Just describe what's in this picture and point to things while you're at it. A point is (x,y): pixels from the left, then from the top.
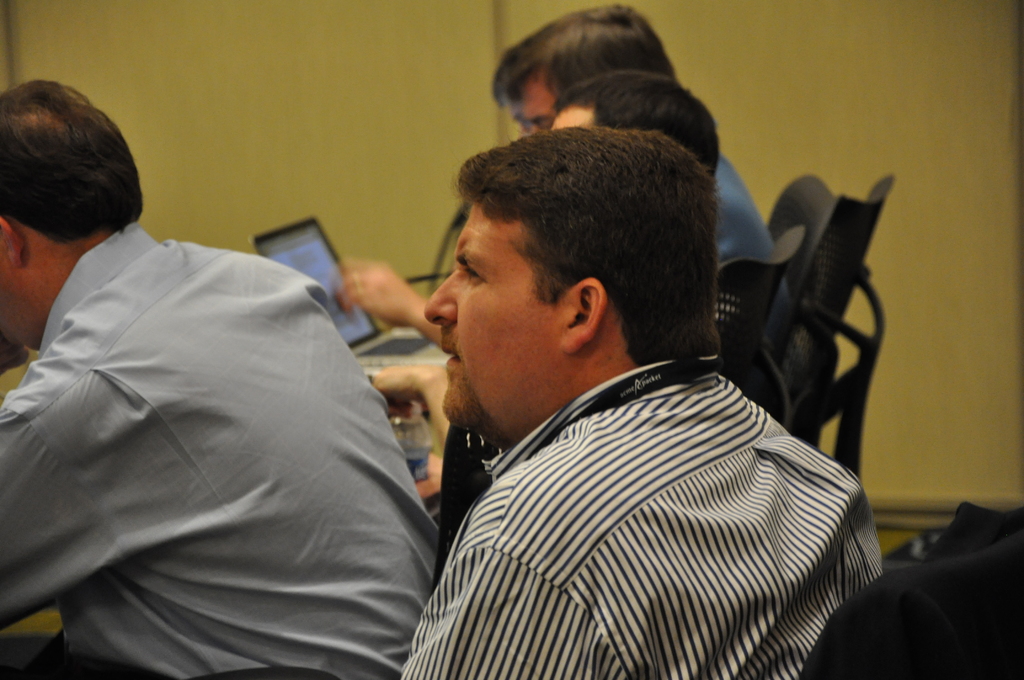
There are four persons (682,386) sitting on the chairs (443,512). Here we can see a laptop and a bottle (427,441). In the background (963,463) there is a wall (897,77).
